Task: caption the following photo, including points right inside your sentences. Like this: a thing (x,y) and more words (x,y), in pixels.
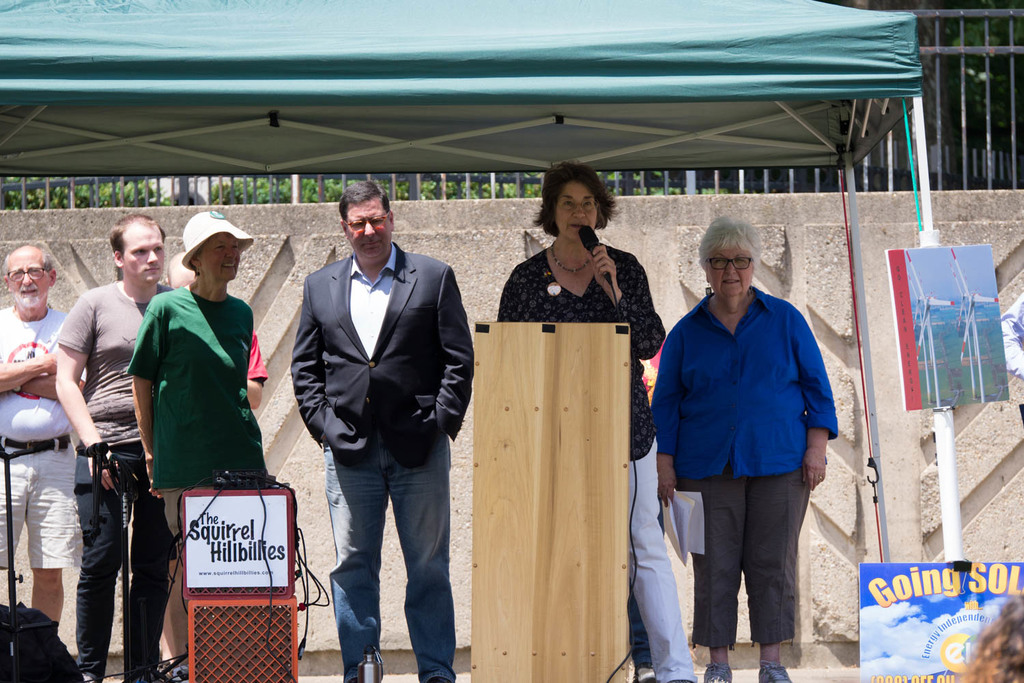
This image is taken outdoors. In the background (394,206) there is a wall (815,238) with a railing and there are a few trees (970,67). At the top of the image (384,54) there is a tent (880,95). On the right side of the image (958,303) there are two boards (970,622) with a few images (968,306) and there is a text (909,593). In the middle of the image (368,240) two women (790,332) and a man (363,397) are standing on the dais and there is a podium (552,483). A woman (612,277) is holding a mic (589,234) in her hand (601,264). On the left side of the image (199,366) two men (120,372) and a woman (218,341) are standing on the floor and there is a speaker box (238,648).
